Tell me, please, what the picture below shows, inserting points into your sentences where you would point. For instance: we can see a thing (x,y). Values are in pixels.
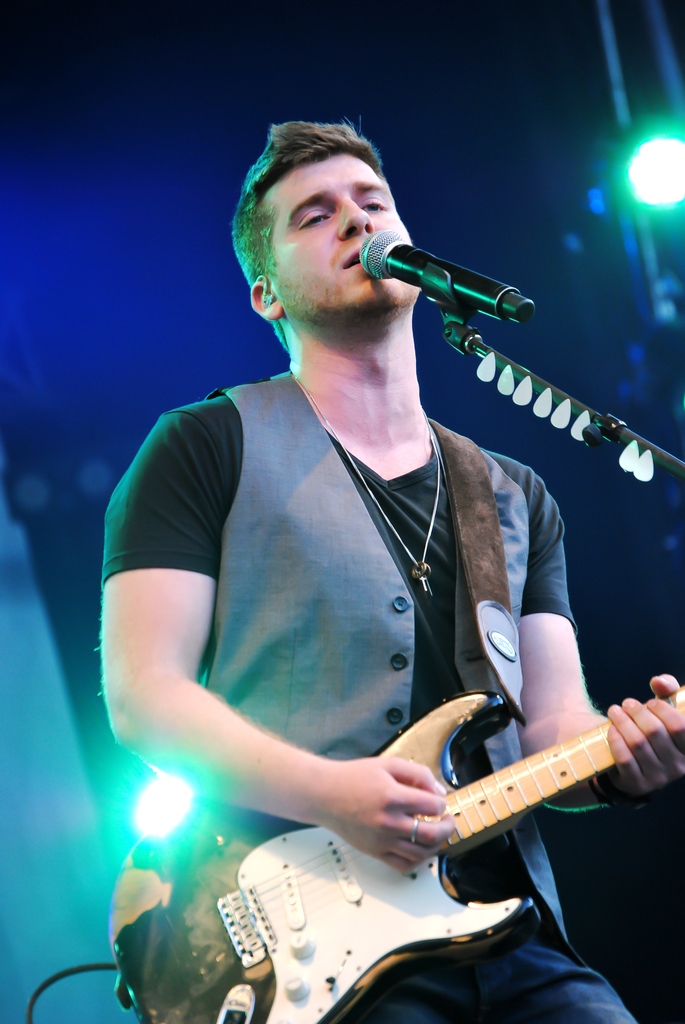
In this image there is a man (312,624) stand and holding a guitar (357,874) and in front of them there is a mike (424,285) and back side of them there are some lights (656,201).
